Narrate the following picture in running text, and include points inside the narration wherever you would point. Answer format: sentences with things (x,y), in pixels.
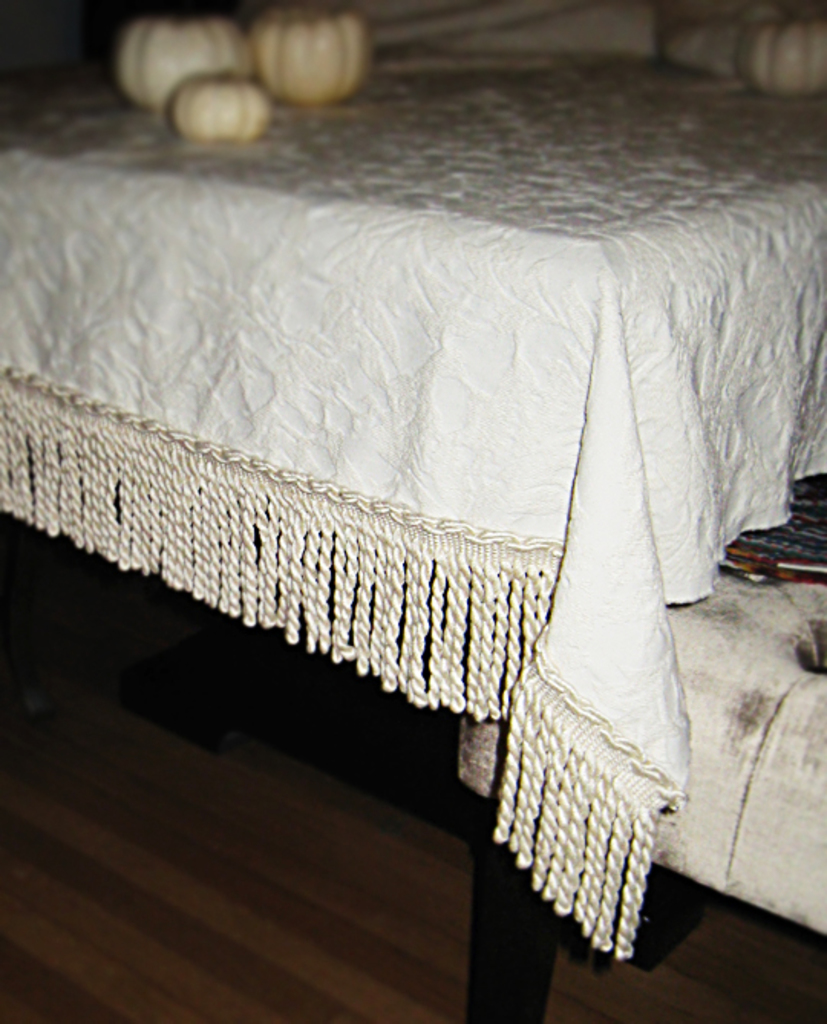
In the center of the image (353,398) there is a table (427,254). On the table (255,238) we can see cloth (327,388), pumpkins (192,88) are there. On the right side of the image (741,591) some objects (750,618) are there. At the bottom of the image (292,874) floor (344,902) is there.
